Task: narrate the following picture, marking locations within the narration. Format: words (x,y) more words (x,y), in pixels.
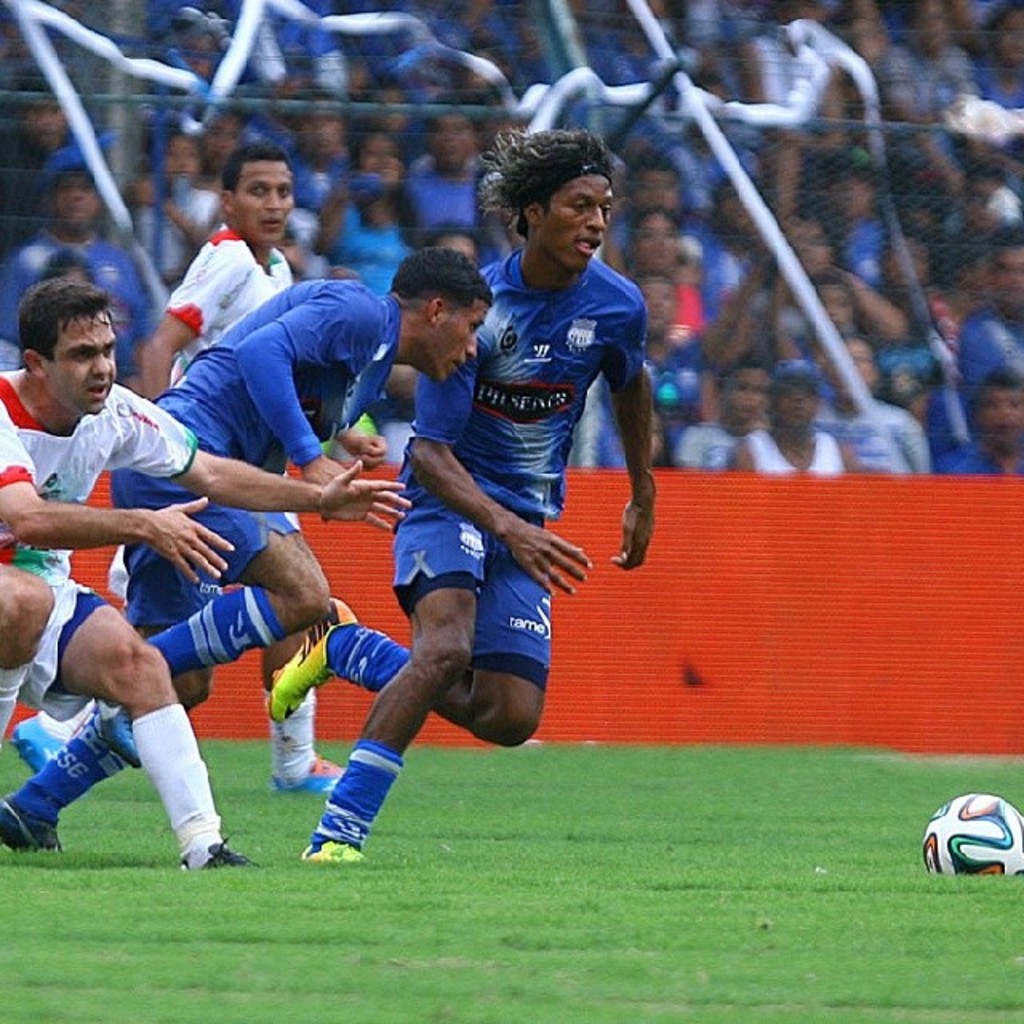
In this picture there are group of people (53,621) on the left side of the image (206,413) and there is a ball (952,834) on the right side of the image (1005,801), there is grassland (363,861) at the bottom side of the image (407,1009) and there is a net boundary (501,88) and other people (322,34) those who are sitting as audience (172,284) in the background area of the image (137,312).
